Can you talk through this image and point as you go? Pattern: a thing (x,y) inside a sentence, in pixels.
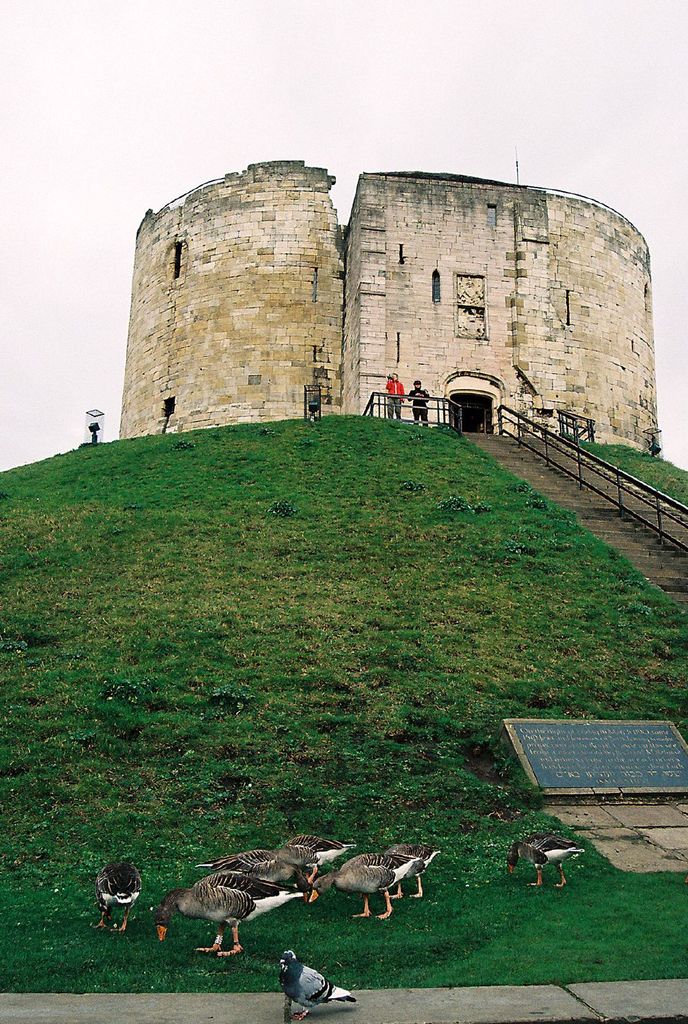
In the foreground of the picture (300,892) there are ducks (288,895), a pigeon (287,985) and grass (292,595). In the center of the picture (395,403) there are people (418,403), railing (408,396) and a fort (284,263). Sky (23,225) is cloudy.
